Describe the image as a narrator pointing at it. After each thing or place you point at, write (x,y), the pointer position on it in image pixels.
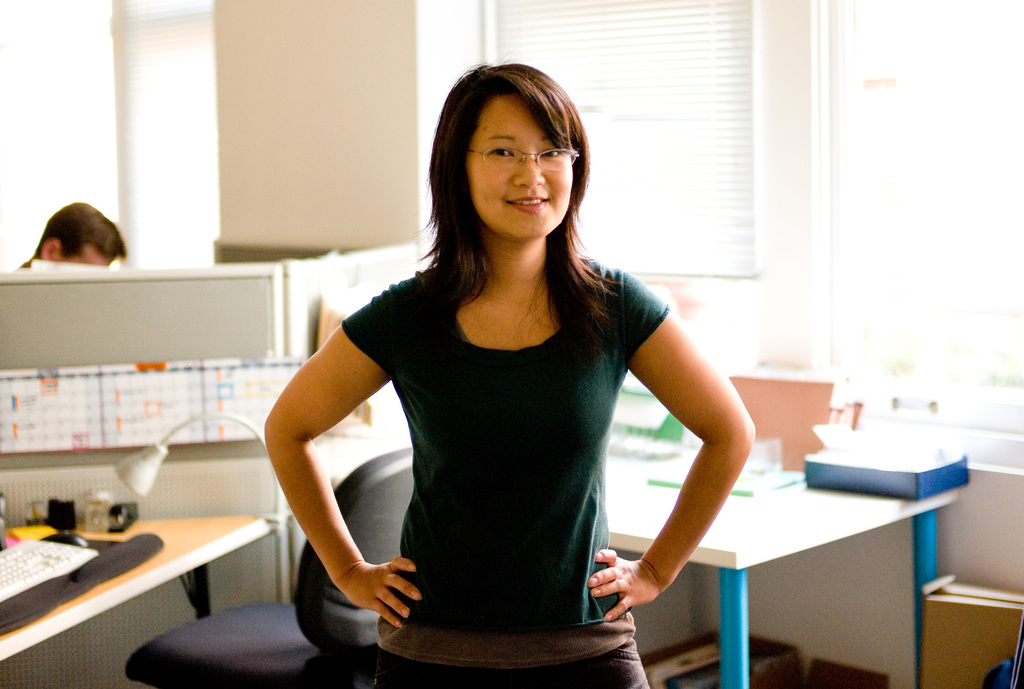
This is a picture of a office (228,509). In the center of the image (372,323) there is a woman (428,655) standing and smiling. In the background (808,506) there is a table (766,526), on the table (782,509) there are many boxes (805,408), files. On the left (30,558) there is a desk (75,563), on the desk (42,562) there is a keyboard (48,557) and a lamp (153,474). In the center (372,458) there is a chair (278,631). In the top left (54,222) there is a person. In the background (163,49) that is window (650,48).
